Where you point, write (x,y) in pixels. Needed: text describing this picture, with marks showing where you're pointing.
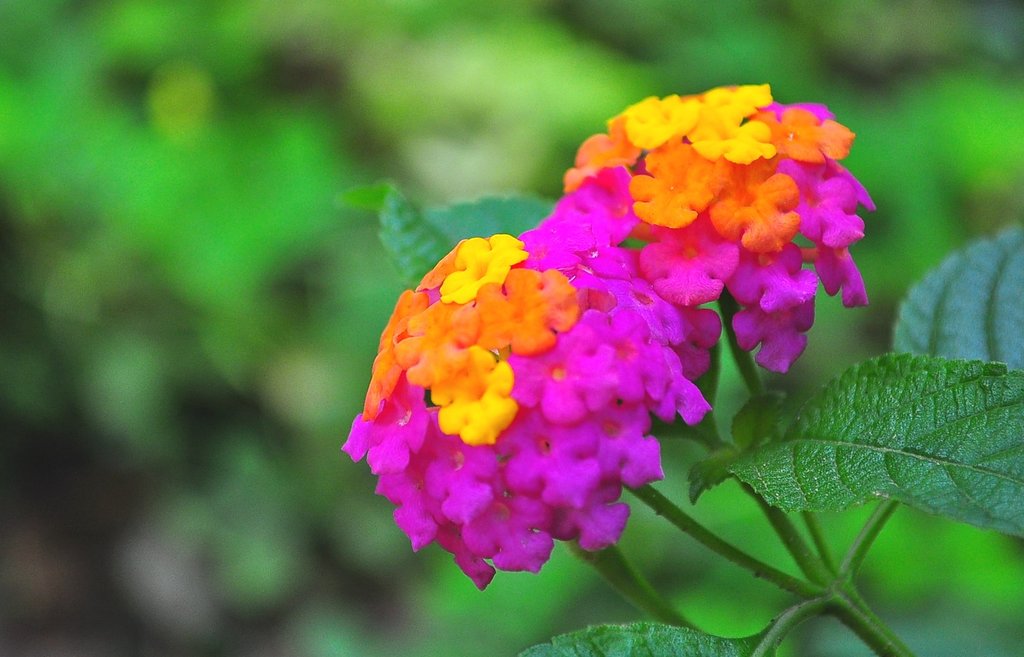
In this picture, we can see colorful flowers (616,214) to the plant (791,478) and there is a blurred background (152,343).
